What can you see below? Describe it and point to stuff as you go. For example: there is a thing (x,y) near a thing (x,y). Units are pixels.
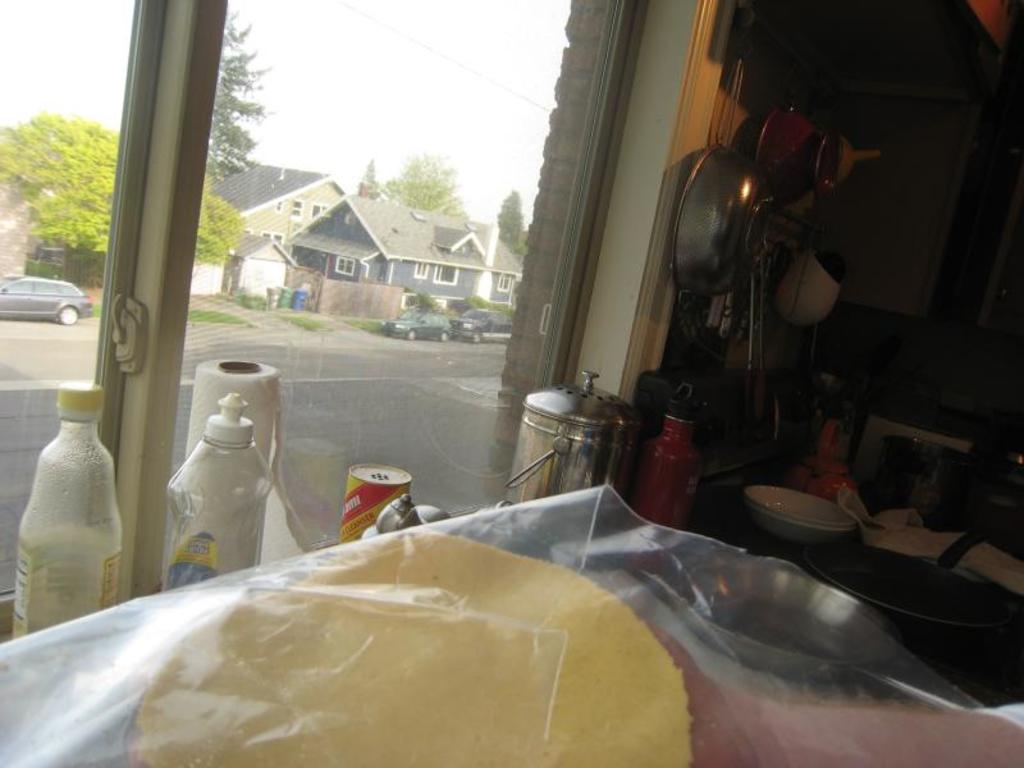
It is a kitchen (534,434) inside a house (824,242), there are kitchen utensils (815,140) on the table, a pan (938,602) and in front of the table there are some bottles (103,554), cans (526,460) in front of these bottles (61,464) there is a window (334,269) and in the background (360,239) there are houses (360,239), sky (367,134), trees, cars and a road (376,338).
